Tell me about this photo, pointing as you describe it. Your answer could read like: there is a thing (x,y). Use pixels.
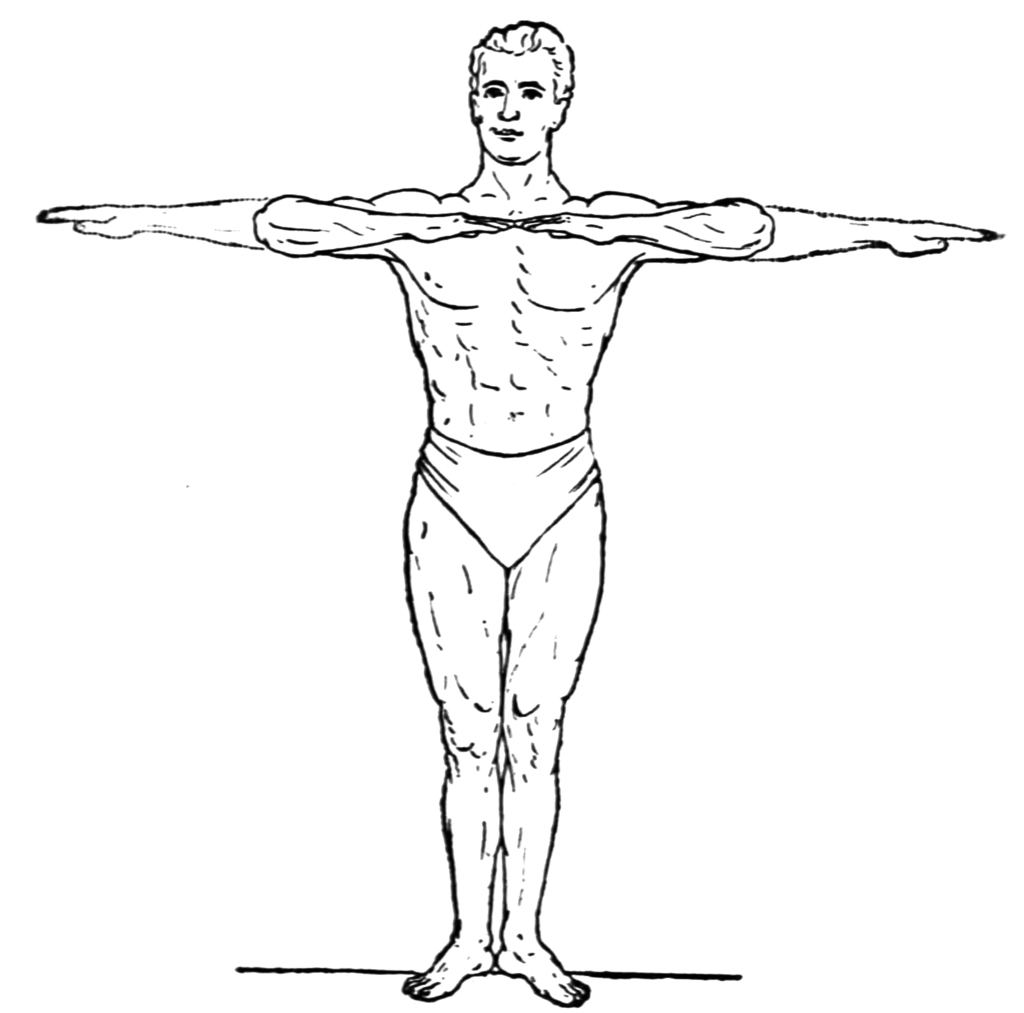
In the picture we can see a diagram (569,649) of a man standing and doing a exercise.
